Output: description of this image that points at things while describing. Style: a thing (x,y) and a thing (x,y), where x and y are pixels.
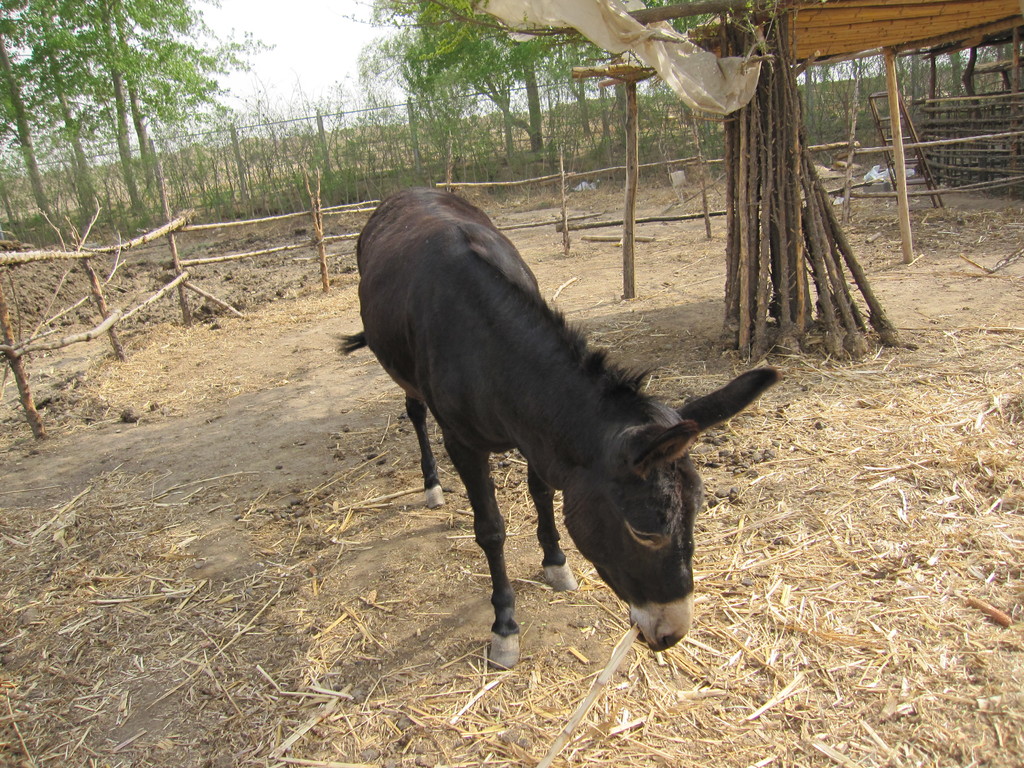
A donkey (664,584) is eating the grass (877,622), there are trees (373,94), these are branches (664,221).
